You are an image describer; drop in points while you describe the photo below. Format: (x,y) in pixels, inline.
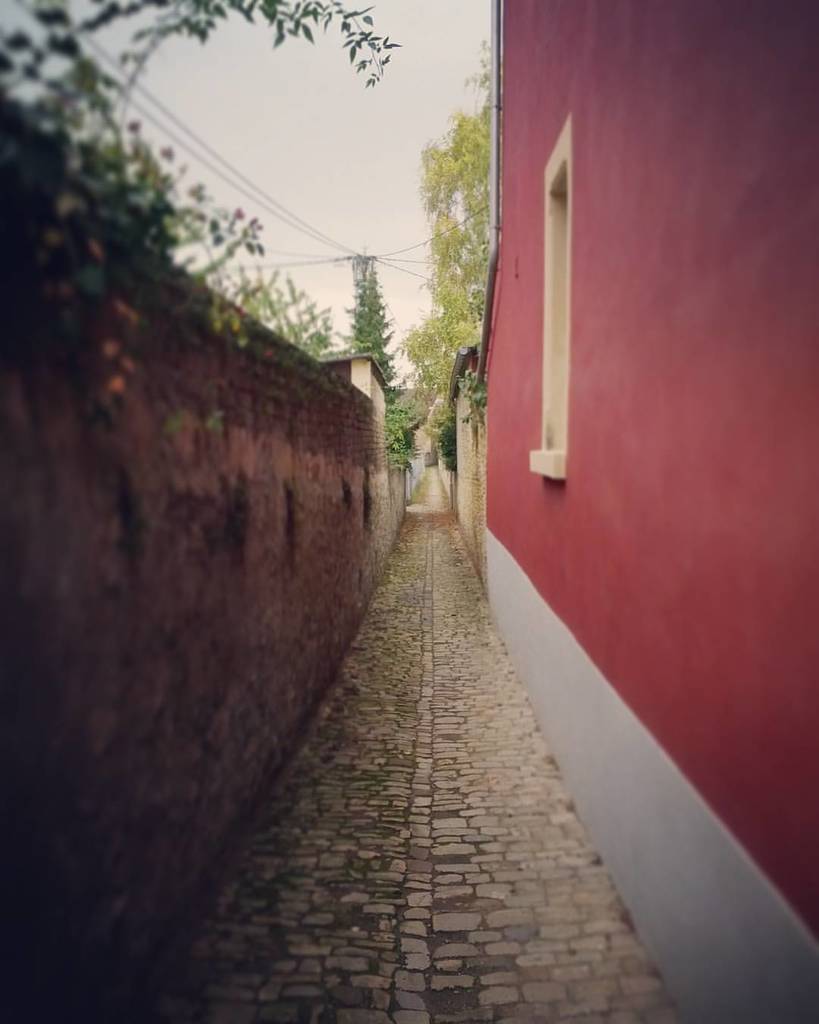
In this image we can see the stone path (386,839), brick wall (273,587), building (598,509), wires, trees (374,303) and the wall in the background (428,288).
